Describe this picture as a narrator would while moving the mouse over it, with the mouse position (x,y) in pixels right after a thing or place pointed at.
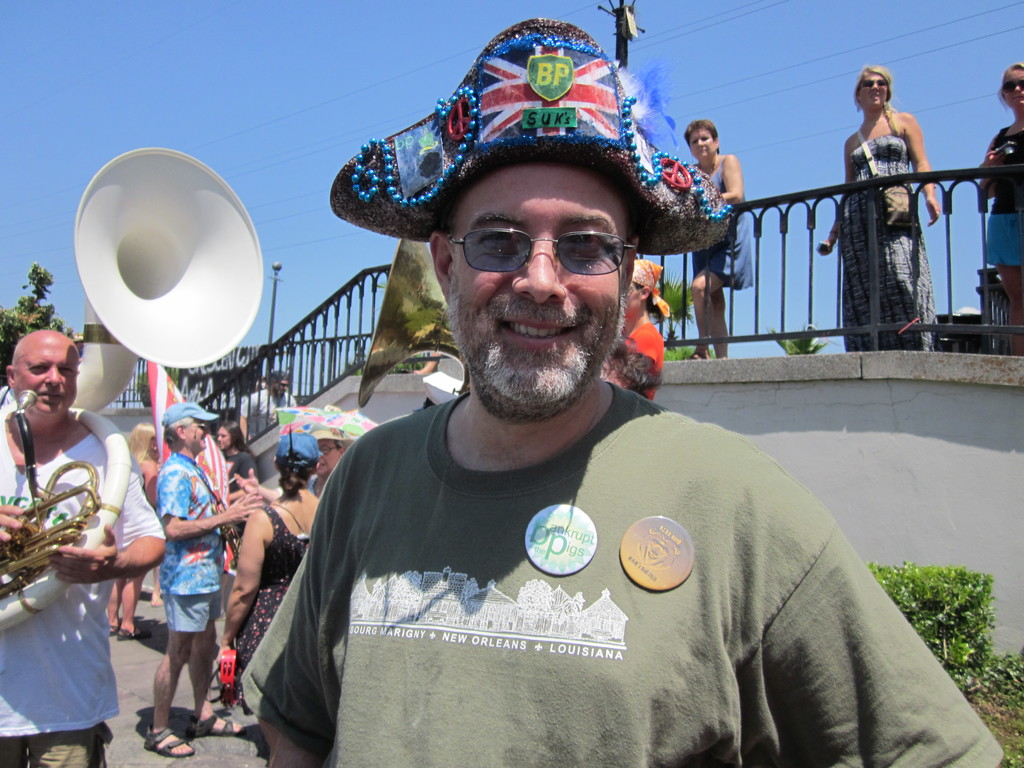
In the foreground (596,428), I can see a man (418,645) wearing t-shirt (426,620), cap (684,236) on the head (537,330), smiling and giving pose for the picture. On the left side (197,518) few people (207,562) are standing on the ground (216,755). One man (140,570) is holding a musical instrument (52,556) in the hands (71,558). On the right side (978,336) there is a wall (869,445) and railing (784,264). On the wall (821,362) three women (729,181) are standing and also I can see few plants (956,643) on the ground (1005,709). At the top of the image (181,48) I can see the sky (199,88).
